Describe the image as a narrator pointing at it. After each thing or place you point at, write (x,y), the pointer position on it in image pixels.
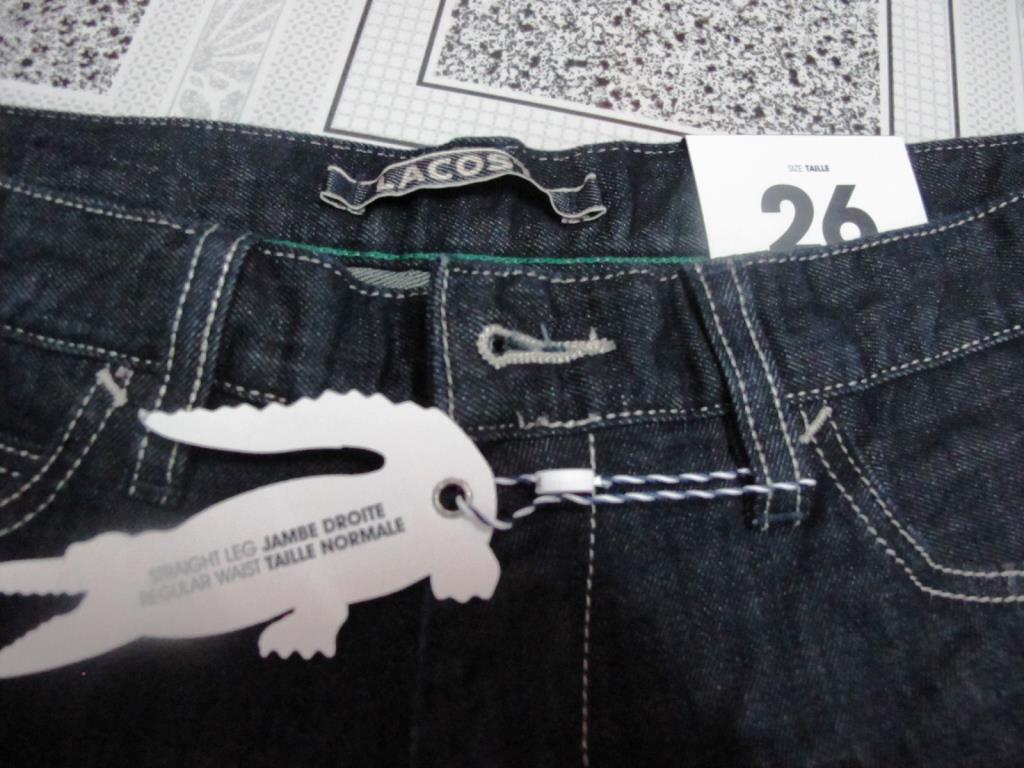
In this image I can see a jeans trouser (696,616) with a tag (395,503) and size card (737,225) on it, which is placed on a cloth (760,49) or an object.
